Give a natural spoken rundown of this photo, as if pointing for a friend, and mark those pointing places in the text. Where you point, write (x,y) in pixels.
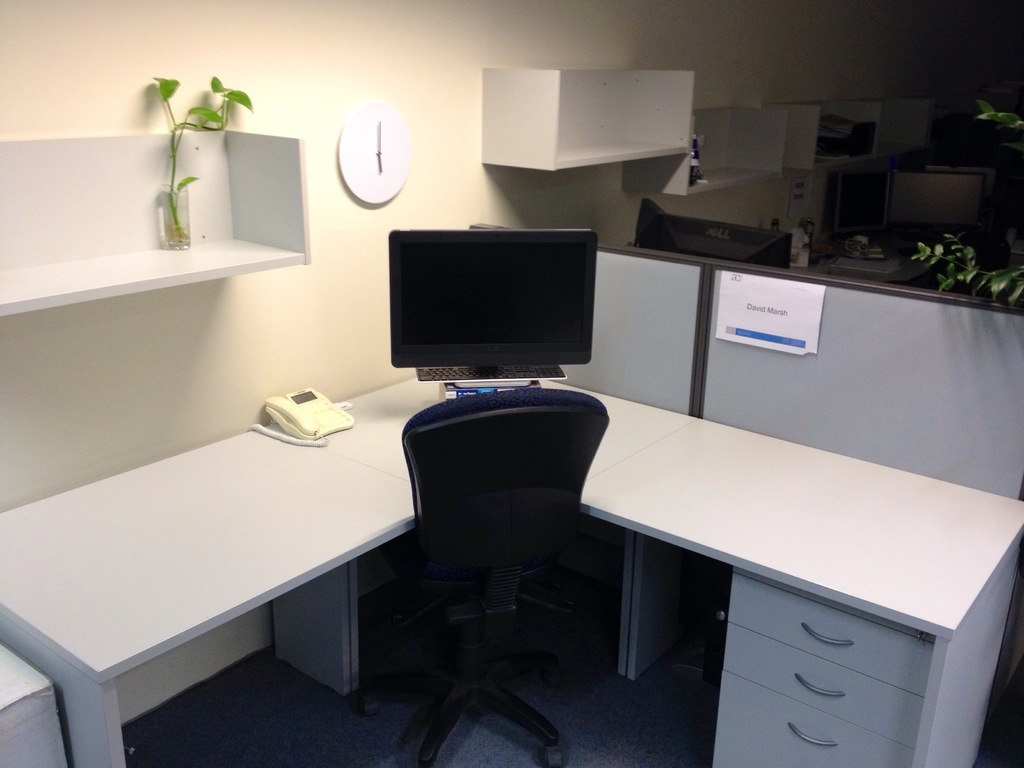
This picture is from a office (370,338). In the foreground of the picture (474,444) there is a desk (775,551) and a chair (502,477), on the desk (574,388) there is a desktop (485,338) and telephone (306,414). To the top left (179,126) there is a house plant (180,189) and clock (386,136). To the top right (929,213) there are desktops (919,212) and a houseplant (966,252). On the top (553,40) there is a wall (621,58).
